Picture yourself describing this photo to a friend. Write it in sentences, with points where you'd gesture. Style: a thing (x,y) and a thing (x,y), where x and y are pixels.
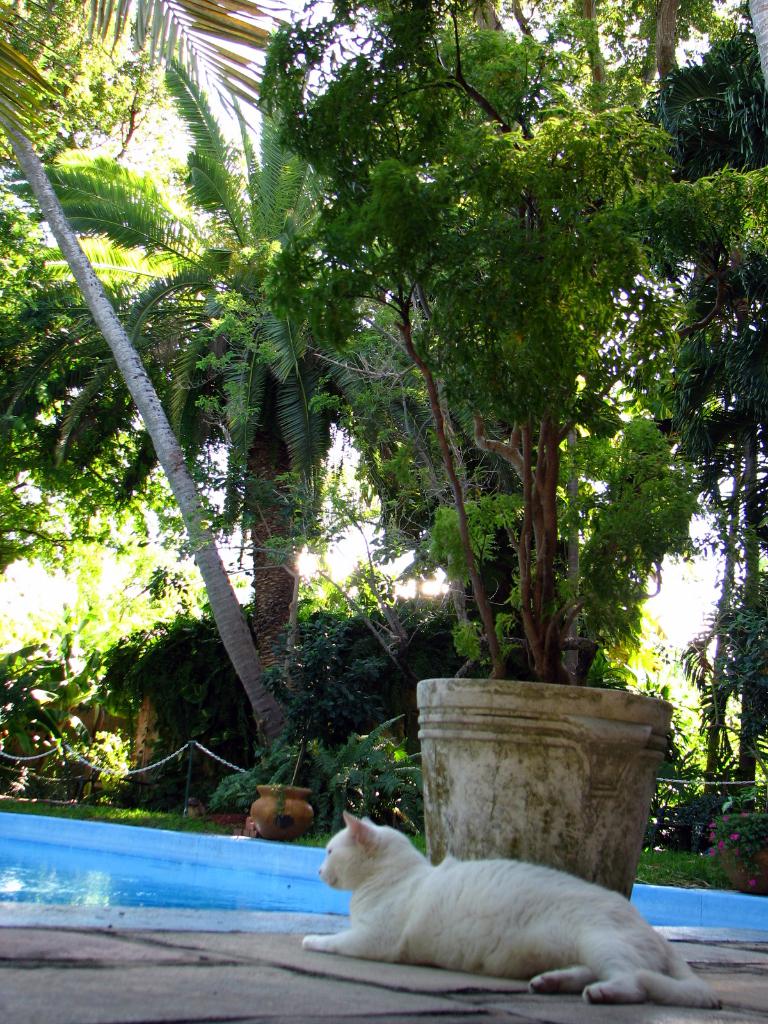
In the image we can see there is a cat (353,861) lying on the ground (316,983) near the swimming pool (114,873) and there are plants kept in the pot (297,799). Behind there are trees (340,410).
